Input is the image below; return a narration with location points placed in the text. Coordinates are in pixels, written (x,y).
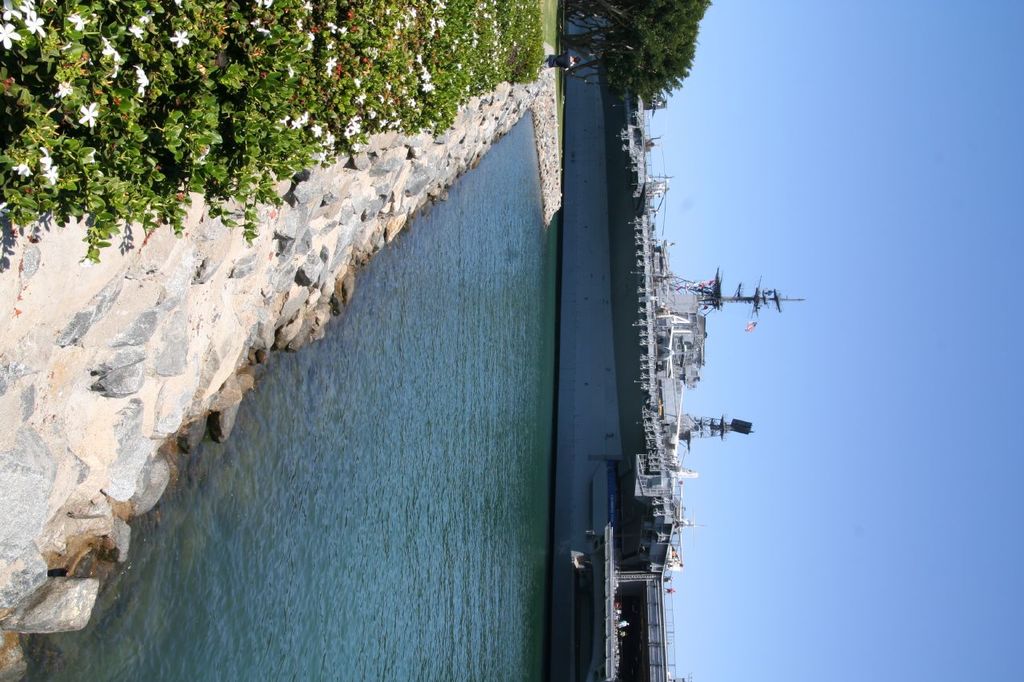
In the left bottom of the picture (264,558), we see water (341,518) and this water (419,518) might be in the lake (354,578). Beside that, we see stones (160,341) and trees (254,58). These trees (278,138) have flowers (92,105) and these flowers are in white color. In the middle of the picture (576,320), we see a bridge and ships (695,335). Beside that, we see a tree (660,44). We see a woman (564,55) is standing. On the right side (810,290), we see the sky (800,329), which is blue in color.
